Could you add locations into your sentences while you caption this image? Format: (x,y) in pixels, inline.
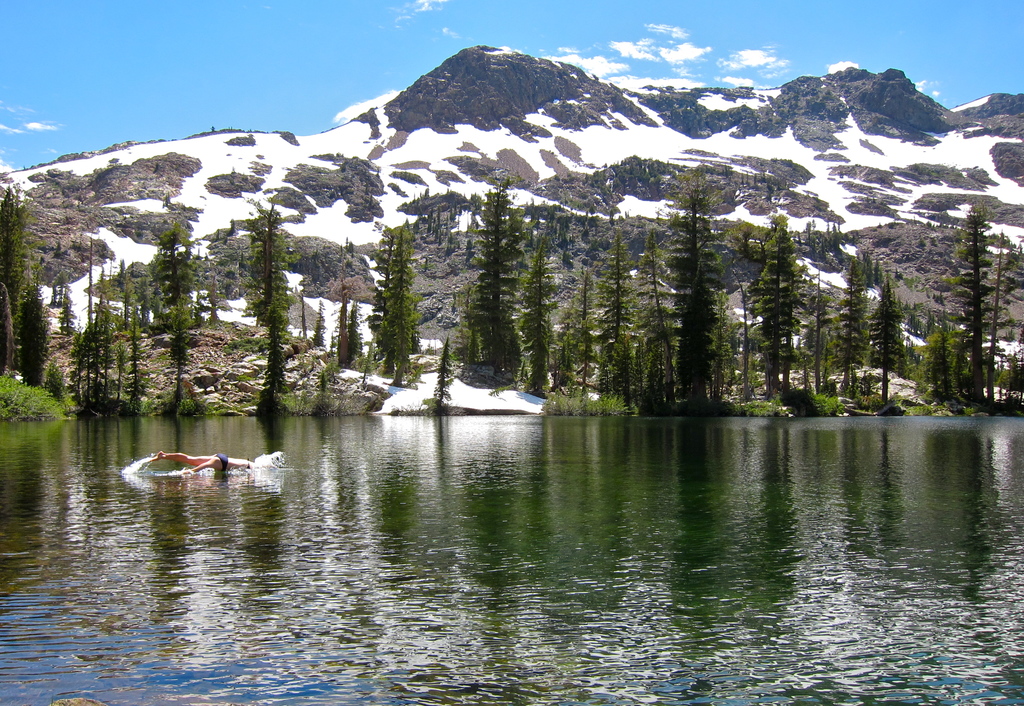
In this image I can see on the left side (216,467) a person (195,466) is jumping into this water (260,510), in the middle (630,278) there are trees (979,358). At the background (299,341) there are hills (566,174) with the snow (633,198), at the top (578,31) it is the cloudy sky (659,52).
